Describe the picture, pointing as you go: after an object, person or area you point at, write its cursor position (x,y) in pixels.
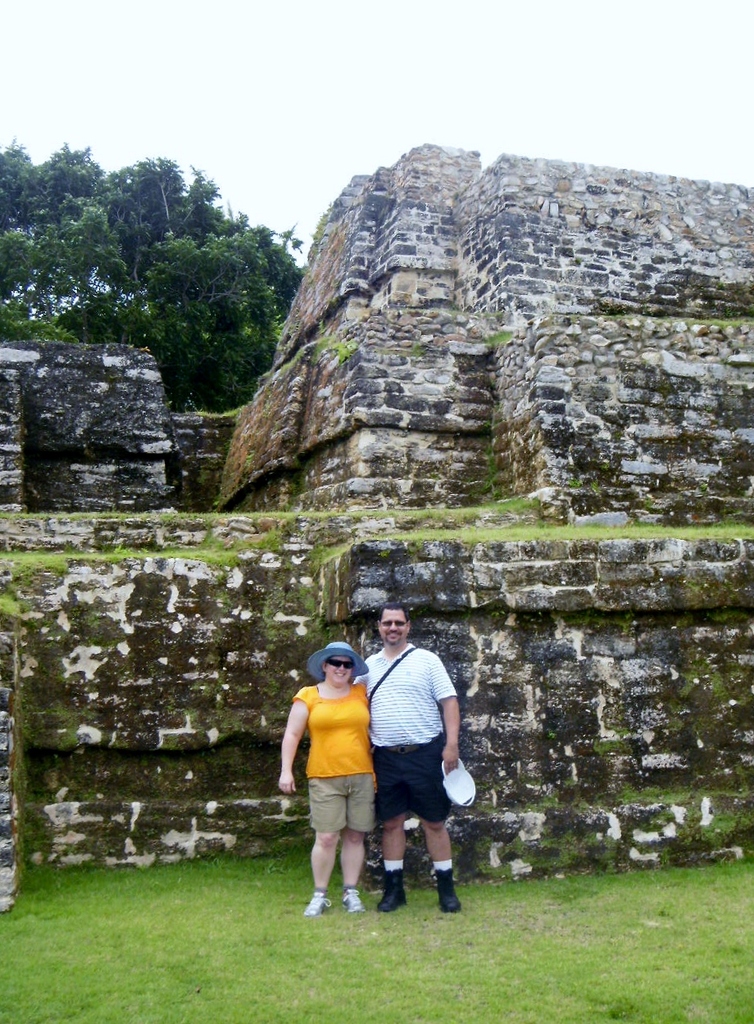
As we can see in the image there is grass (301,891), two people (314,874) standing, wall (584,604), trees (263,296) and sky (307,63).
